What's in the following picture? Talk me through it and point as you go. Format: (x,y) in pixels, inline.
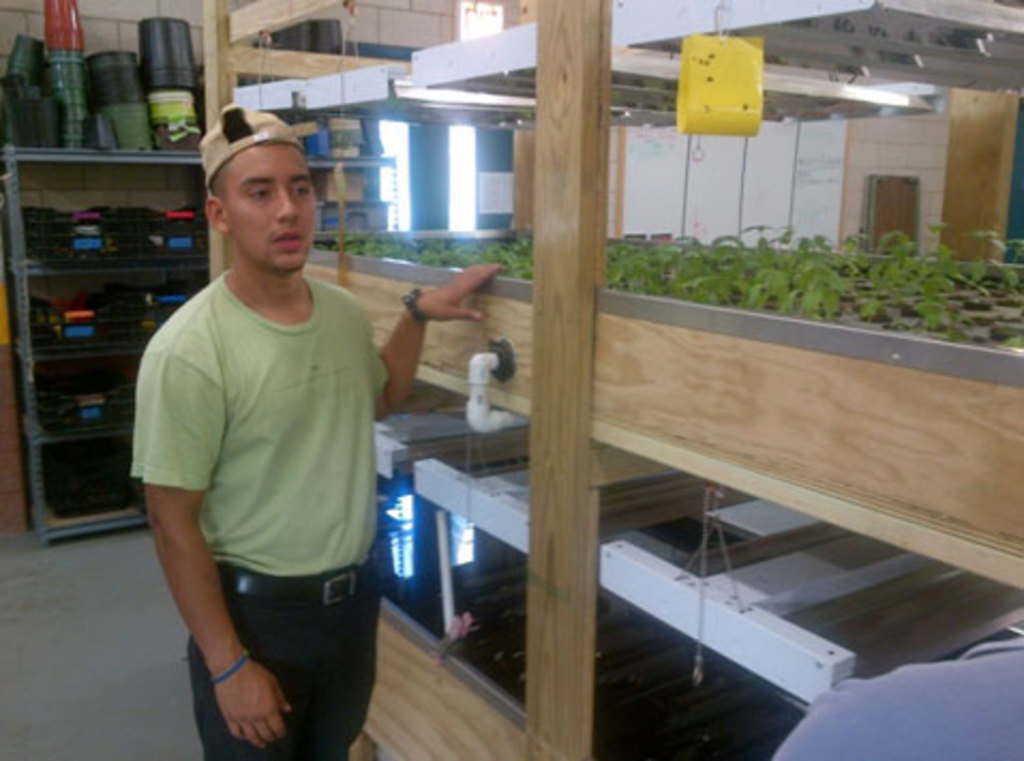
In this image I can see a person (284,447) wearing green t shirt (277,428), black pant (284,749) and cap (276,133) is standing. To the right side of the image (701,557) I can see few wooden racks (687,386) in which I can see few plants (728,275). In the background (84,307) I can see a metal rack (72,304) with few objects (77,253) in it and on the rack (93,153) I can see few buckets (81,100) which are green, black and yellow in color. I can see few windows (408,219), the white colored wall (638,168) and the floor (101,552) in the background (85,576).
